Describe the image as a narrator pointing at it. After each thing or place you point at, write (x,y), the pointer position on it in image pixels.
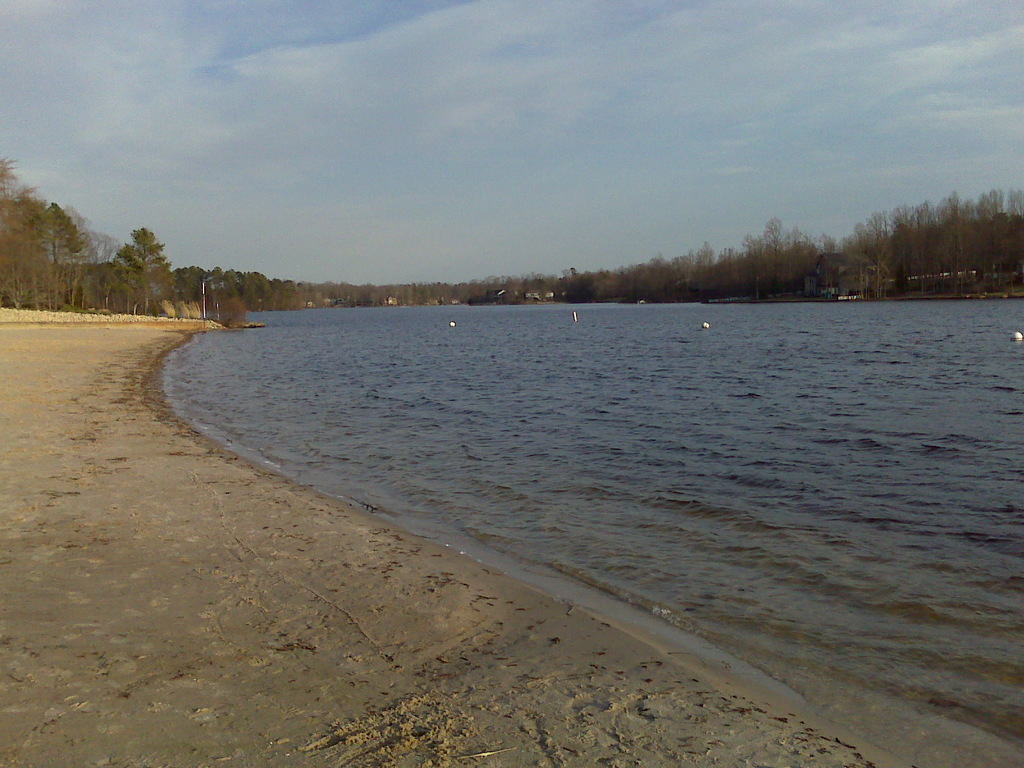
In this image we can see group of objects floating on water (609,480). In the background (1000,286), we can see a group of trees (410,286), poles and the cloudy sky (482,175).
